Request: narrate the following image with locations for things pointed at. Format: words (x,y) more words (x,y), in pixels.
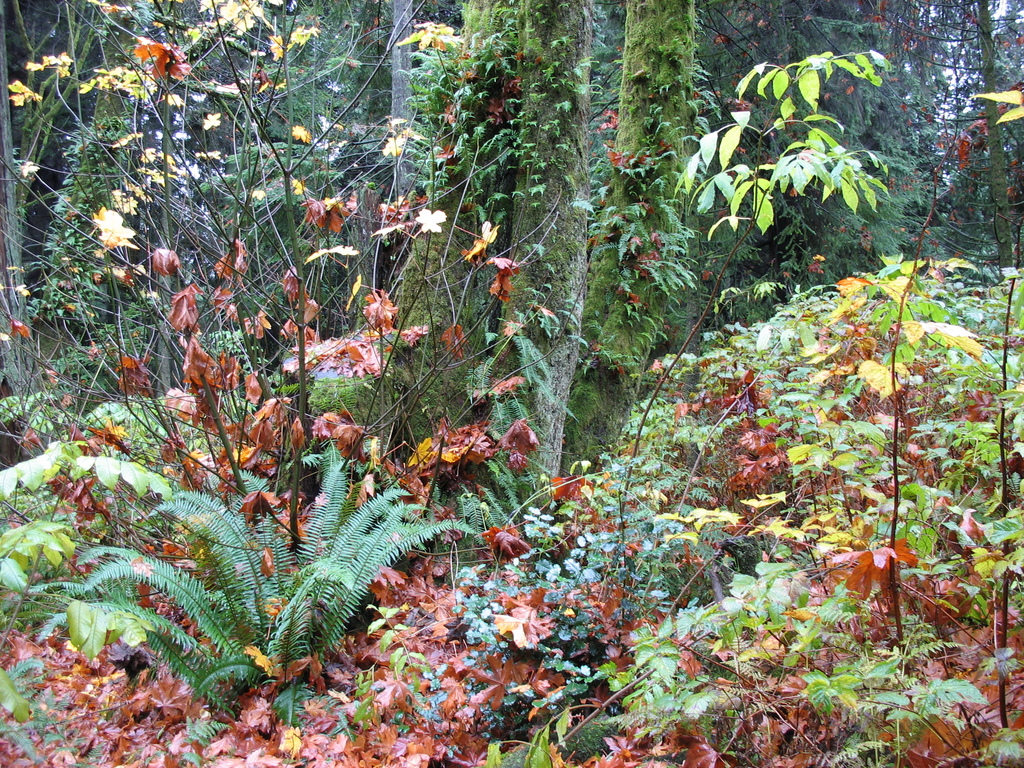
In this picture I can see plants (666,606) in the foreground (688,602). I can see trees (525,211) in the background (541,185).
